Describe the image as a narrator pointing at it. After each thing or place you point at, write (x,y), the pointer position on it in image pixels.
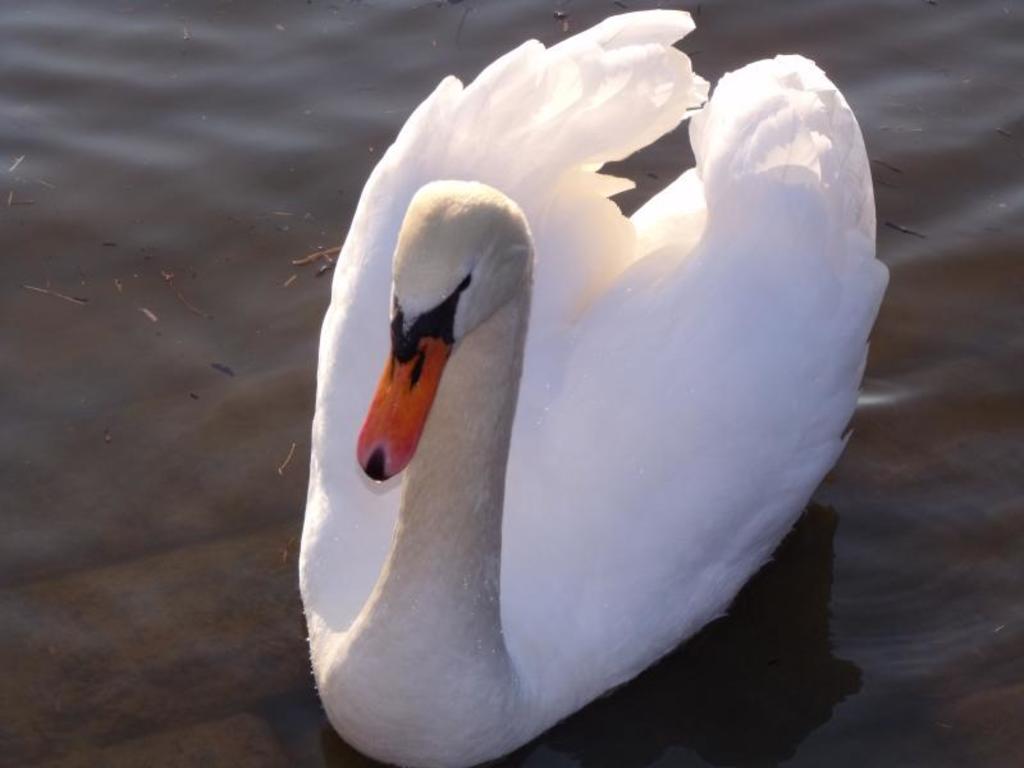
The picture consists of a swan (474,374) in the water (239,278).
